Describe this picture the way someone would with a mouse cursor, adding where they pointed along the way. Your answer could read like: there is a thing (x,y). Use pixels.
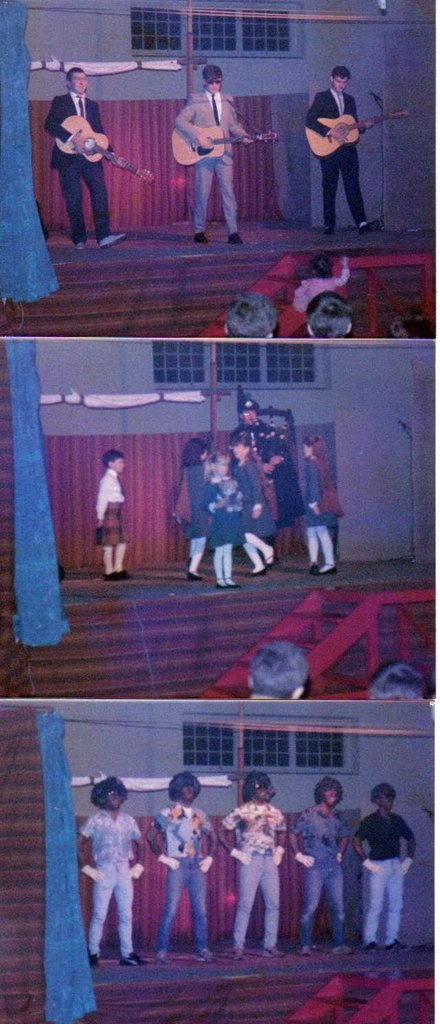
Here we can see three persons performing on a stage (396,251). They are playing a guitar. Here we can see a few children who are playing on the stage (217,614). Here we can see a five persons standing on the stage (424,965).
